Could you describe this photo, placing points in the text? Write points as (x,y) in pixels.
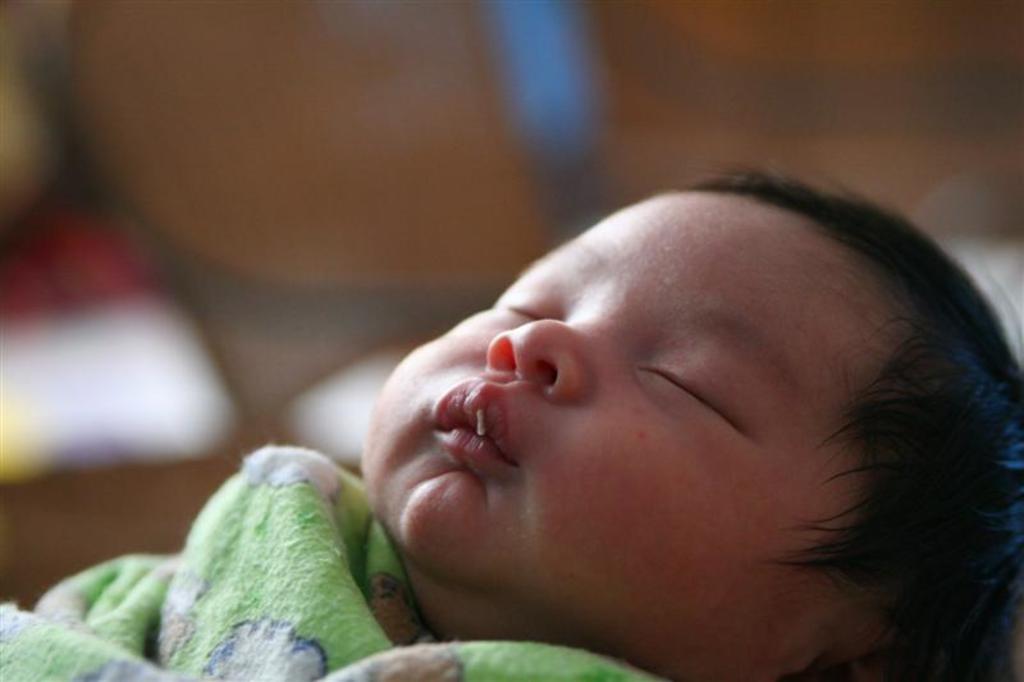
In the center of the image (534,323) we can see a baby (626,443) is sleeping and wearing clothes (387,647). In the background (356,10), the image is blur.
